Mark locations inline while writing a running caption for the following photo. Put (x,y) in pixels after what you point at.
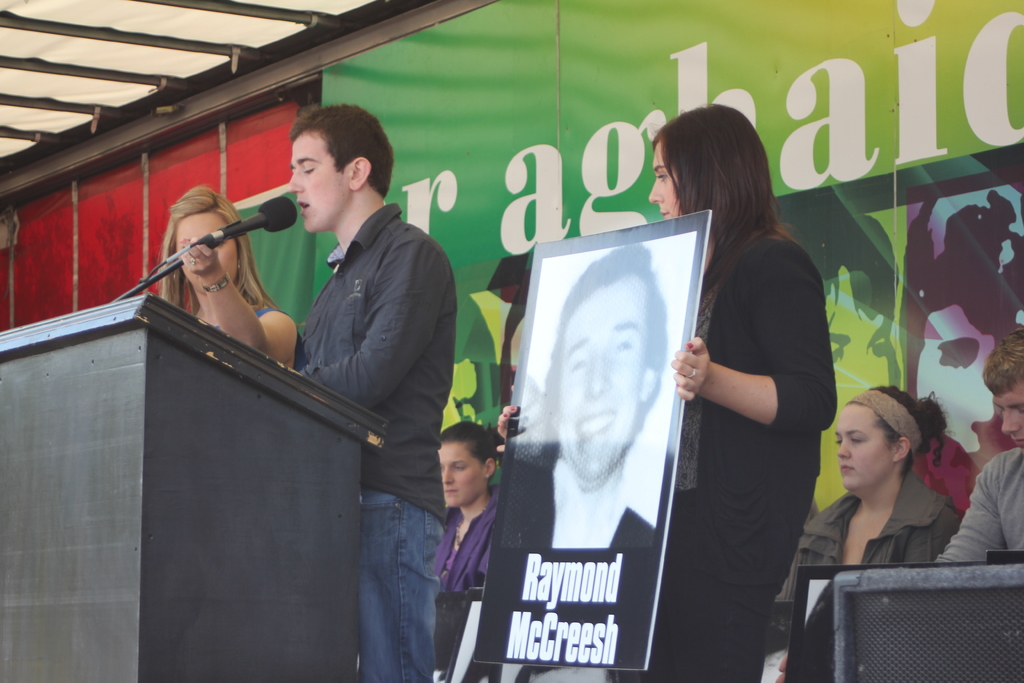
In this picture we can see a group of people (472,518), one woman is holding a poster (532,514), here we can see a podium (235,563), mic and in the background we can see a banner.
